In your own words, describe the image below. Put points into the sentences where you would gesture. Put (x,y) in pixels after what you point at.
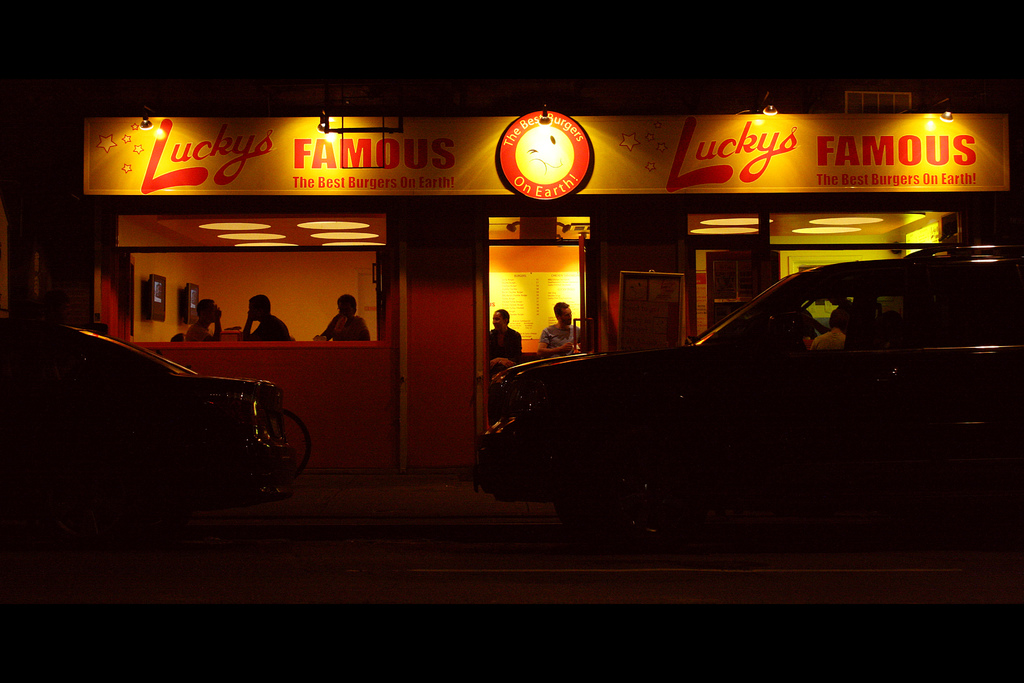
In this picture, it seems to be the image of the restaurant (578,328) where, there are cars (547,430) in front of the restaurant (549,301) and there are some people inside it and it is written as ''lucky's famous'' on the poster (994,131), above the area of the image, there is a door (499,254) at the center of the image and there are glass windows (321,317) at the right (705,237) and left side of the image (294,236).
